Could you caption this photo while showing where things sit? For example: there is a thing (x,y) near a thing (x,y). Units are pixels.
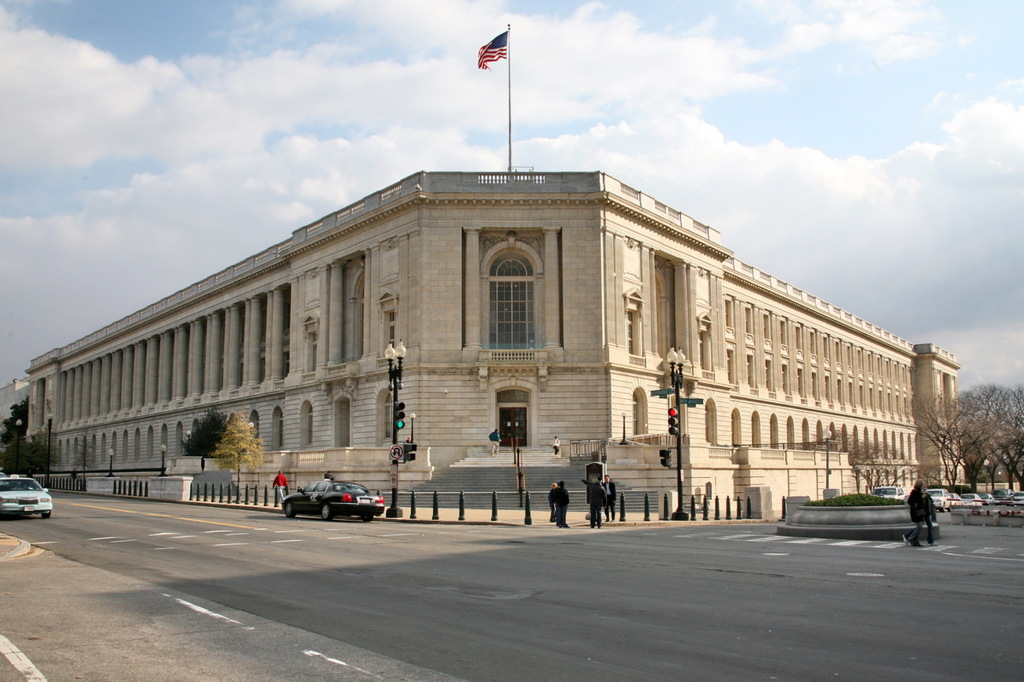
In the image in the center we can see few vehicles (25,480) on the road (541,573). And we can see few people (609,481) were standing. In the background (804,86) we can see the sky (156,49), clouds (732,168), trees (1002,416), buildings (432,352), pillars (200,339), poles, wall (770,341), staircase (505,477), road (504,581) etc.
